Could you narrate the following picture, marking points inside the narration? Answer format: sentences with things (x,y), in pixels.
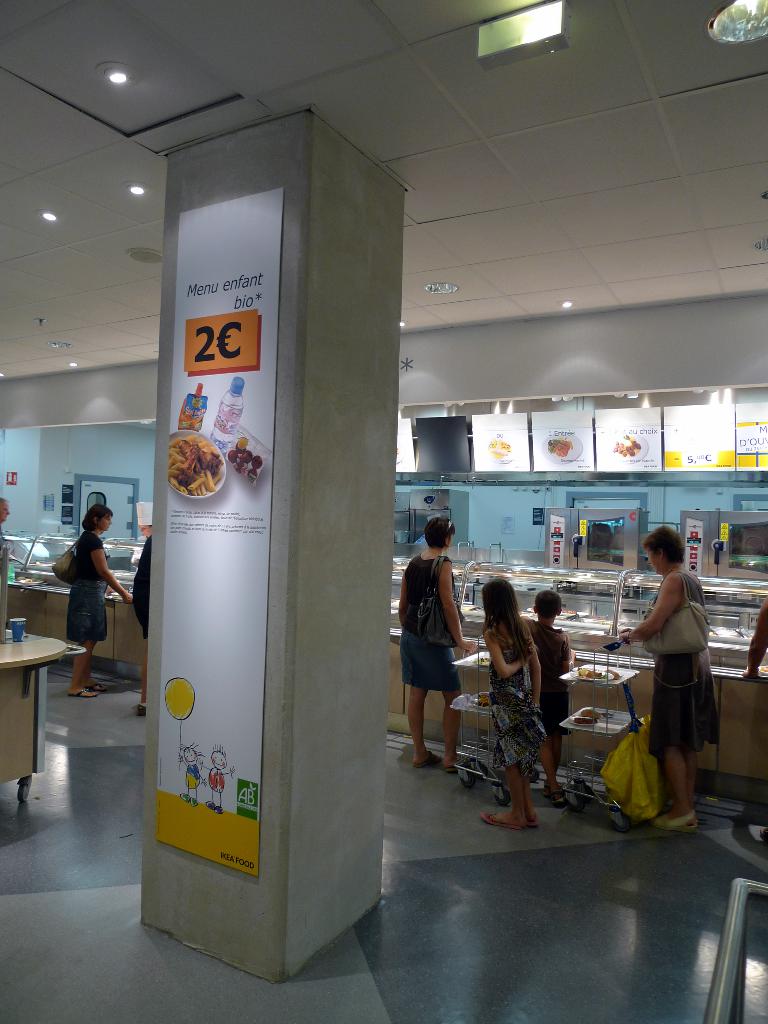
In this picture we can see few people (710,676) are standing on the floor (57,673). There is a woman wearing bag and holding other objects (595,714) in her hands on right side (672,771). There is a cup (16,632) and other things (27,635) on the desk (31,679) on left side (31,662). We can see few boards (489,431) and lights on top. A poster (189,601) is visible on the pillar (248,920). A signboard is visible on the wall (19,482) and few other things (50,500) in the background (15,482).
